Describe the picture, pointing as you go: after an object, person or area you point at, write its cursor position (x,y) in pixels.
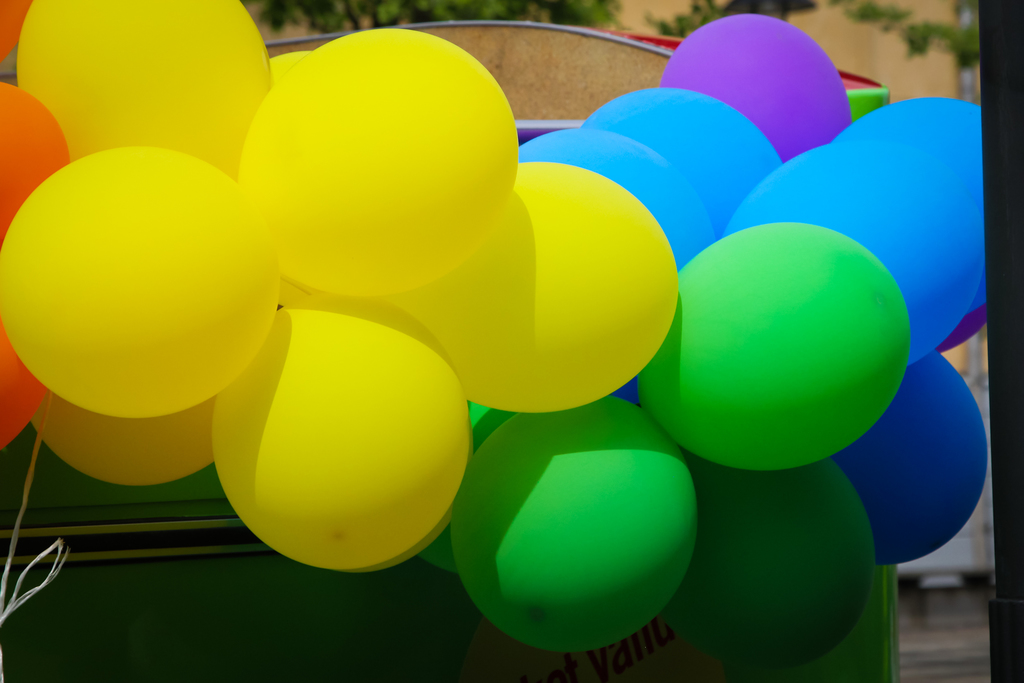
This image consists of balloons (879,438) in different colors. We can see orange, yellow, blue and purple colored balloons (729,222). In the background (365,20), there are trees (280,17).
